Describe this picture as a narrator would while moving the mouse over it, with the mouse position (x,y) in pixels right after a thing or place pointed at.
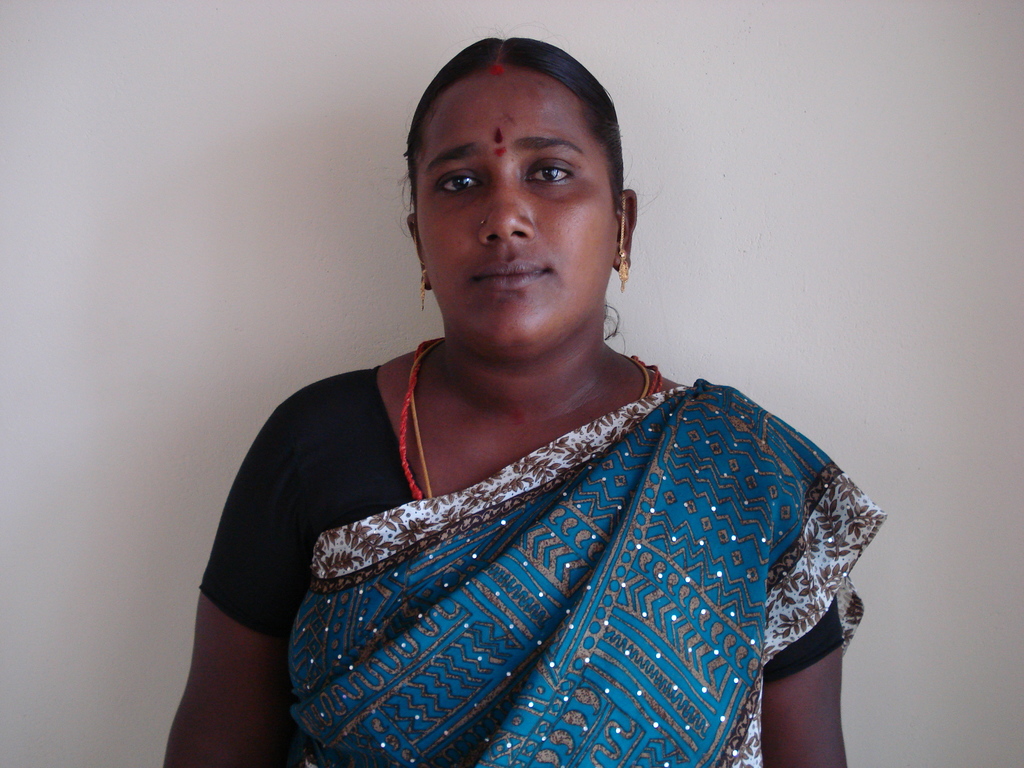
In the foreground of this image (553,518), there is a woman (523,565) standing wearing saree (581,632). In the background (281,263), there is a white background (265,255).
